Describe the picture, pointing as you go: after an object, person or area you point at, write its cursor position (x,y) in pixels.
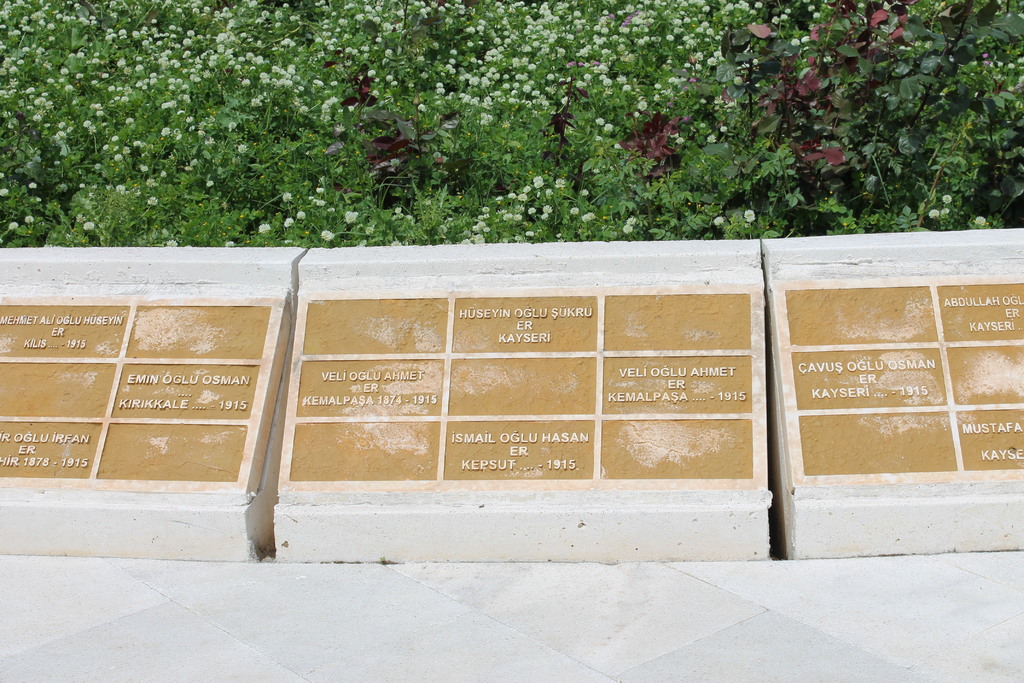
In this image, I can see the letters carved on the stones (634,382). In the background (289,207), there are plants (480,133) with the tiny flowers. At the bottom of the image (321,653), It looks like a floor (656,640).
